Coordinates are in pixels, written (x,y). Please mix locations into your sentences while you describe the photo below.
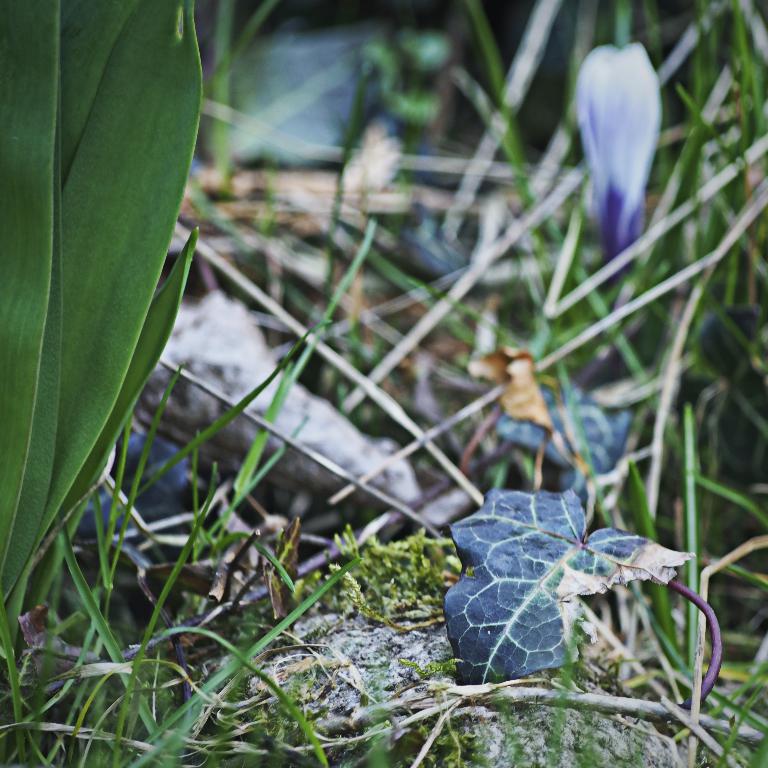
In this image we can see group of leaves (100,527) of plants (622,411).
